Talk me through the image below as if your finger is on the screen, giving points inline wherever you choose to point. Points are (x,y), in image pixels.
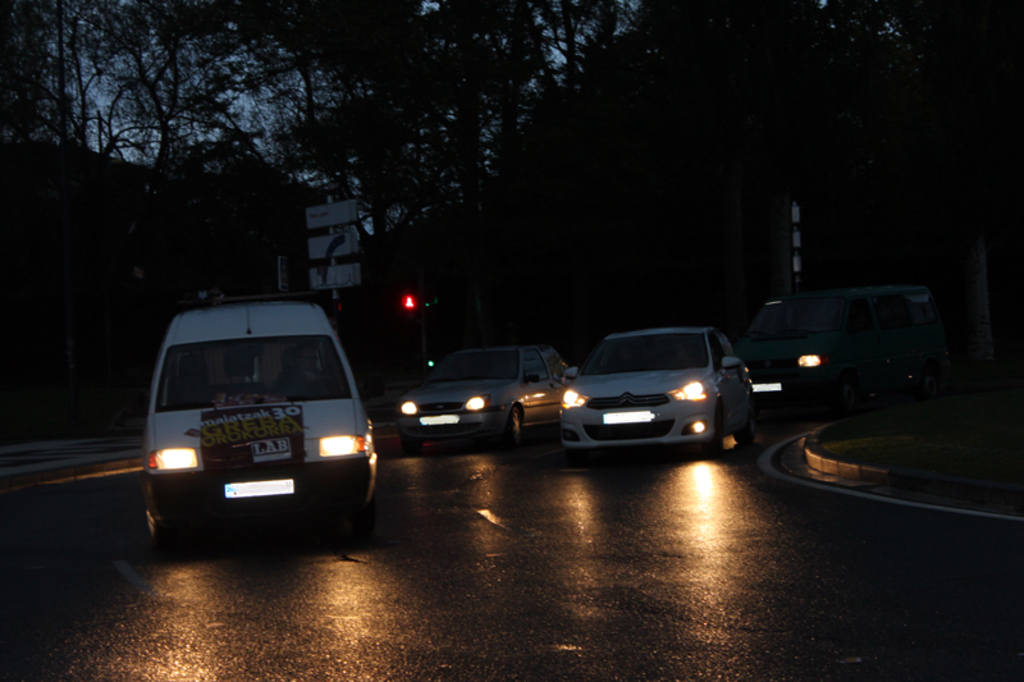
In this image I can see few vehicles (565,419) are moving on the road (673,503). At the top (684,117) there are trees (477,247).
